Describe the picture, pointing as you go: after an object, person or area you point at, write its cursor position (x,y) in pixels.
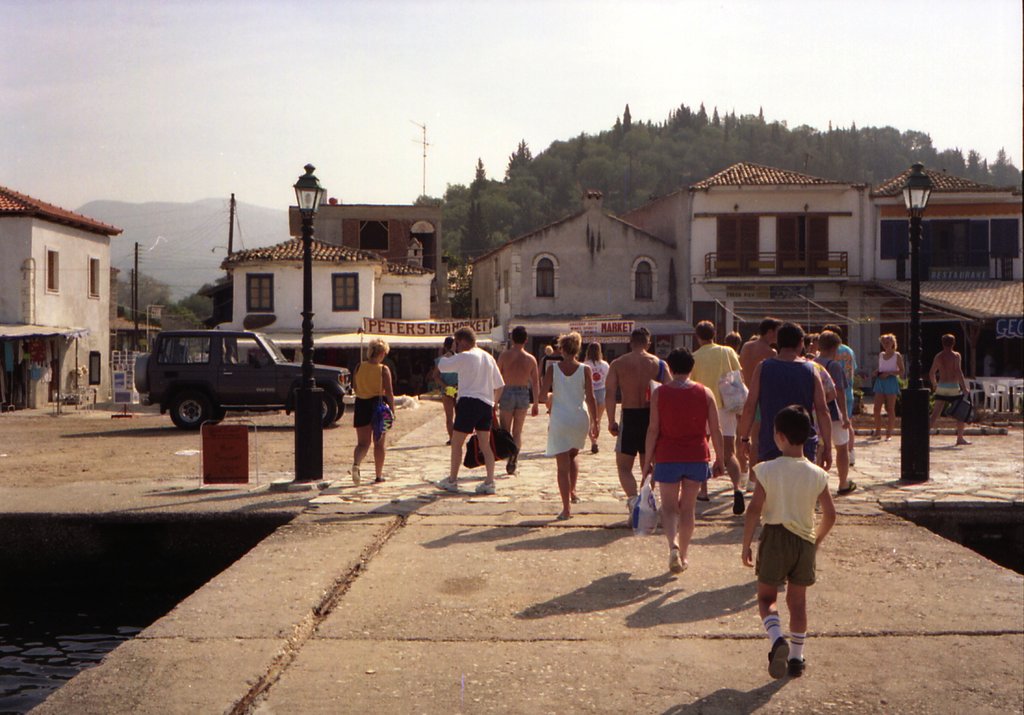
In this image there are few people (660,408) on the path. In the background (469,281) there are buildings (948,305), banners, chairs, cars (223,364), trees (724,144) are there. These are street lights (304,238). Here we can see hills (187,223). The sky (161,193) is clear.
